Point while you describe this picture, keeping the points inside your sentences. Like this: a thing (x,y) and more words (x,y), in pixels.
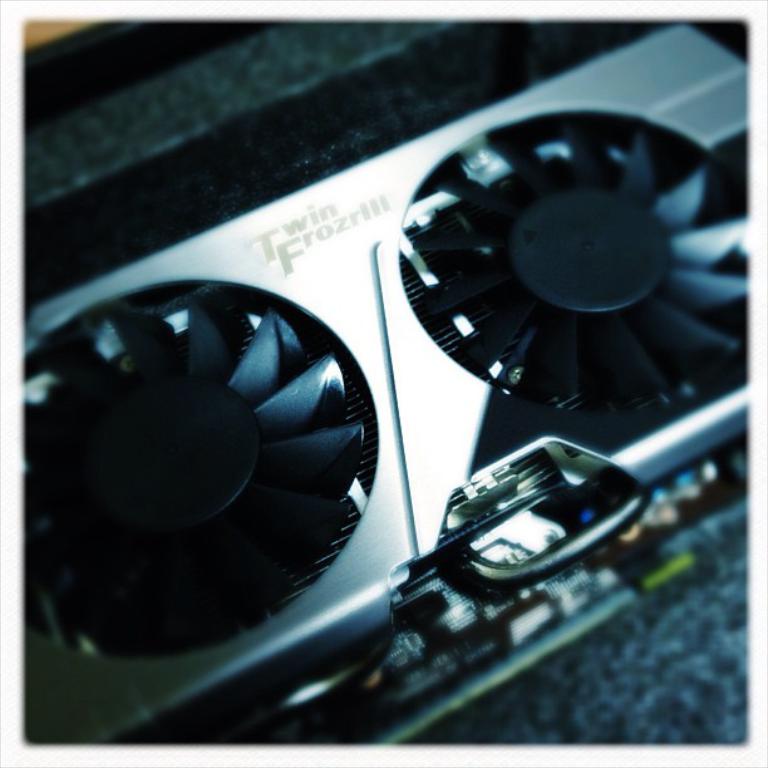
Here in this picture we can see a couple of fans (232,376) present on an electronic equipment (381,216), which is present over there.
